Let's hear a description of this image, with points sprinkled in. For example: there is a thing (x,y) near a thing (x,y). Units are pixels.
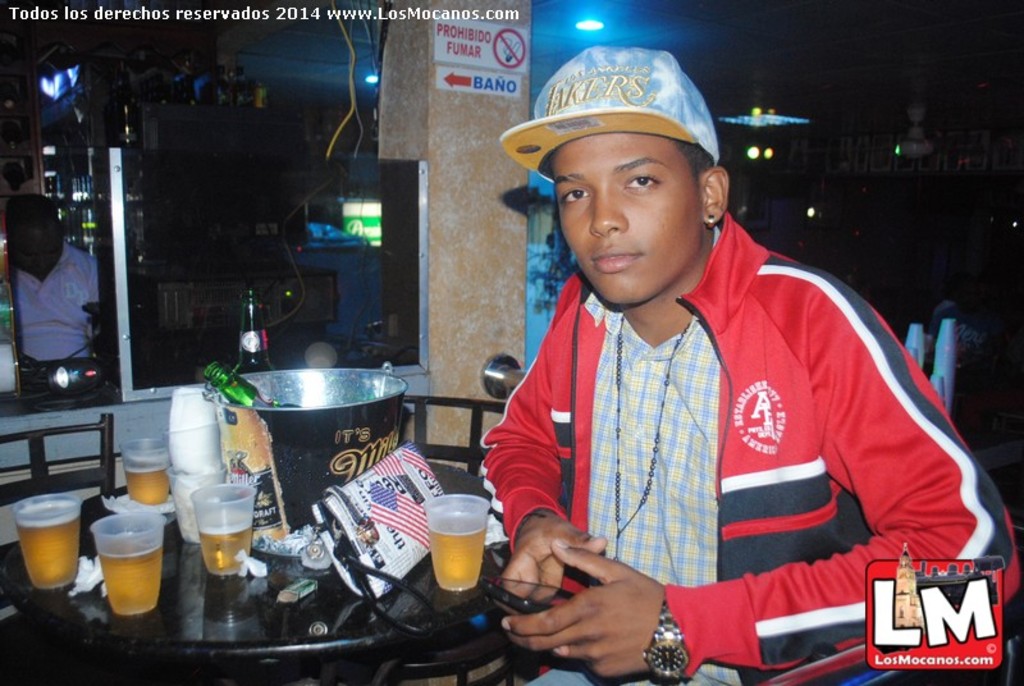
There is a boy (634,224) sitting in front of a table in the foreground area of the image (482,468), there are glasses (202,470), bottle (246,387), bucket (275,430) and other objects (366,522) on the table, there is a person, light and other objects (376,212) in the background (395,159).
